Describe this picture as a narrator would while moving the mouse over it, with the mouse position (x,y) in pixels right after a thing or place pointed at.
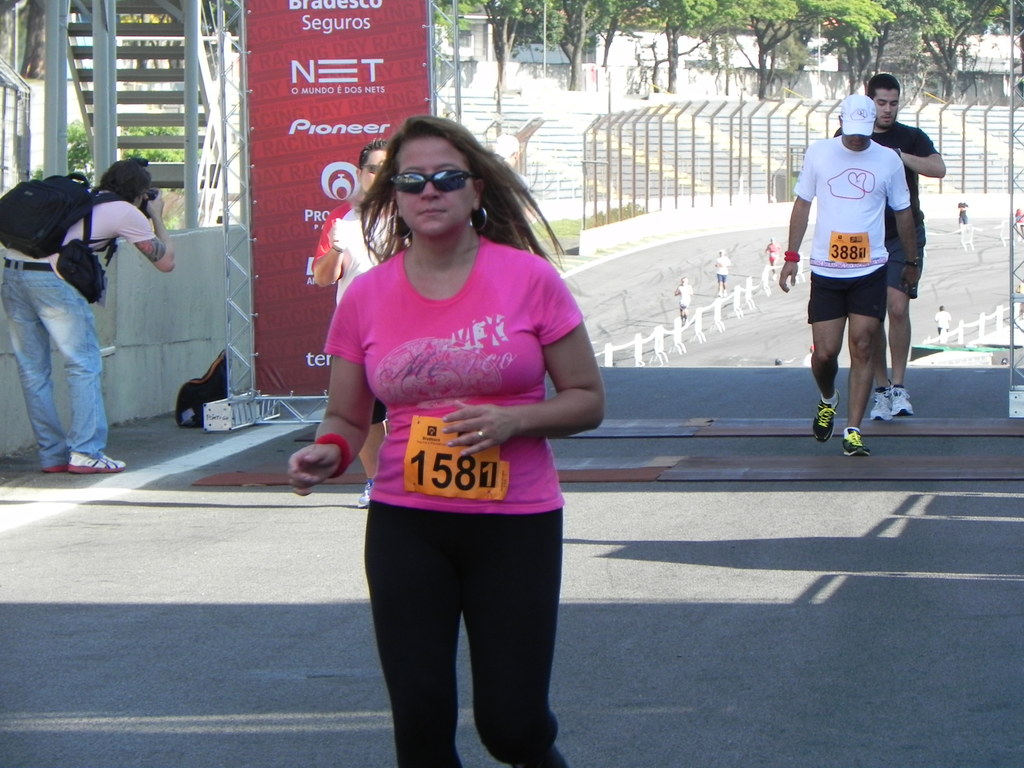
In this image people (858,376) are running on the road (693,383). On the left side of the image (280,161) there is a banner (294,138). Behind the banner (355,70) there are stairs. On the backside (773,88) there are trees (864,36), building (733,42) and we can see a metal fence (751,109).
